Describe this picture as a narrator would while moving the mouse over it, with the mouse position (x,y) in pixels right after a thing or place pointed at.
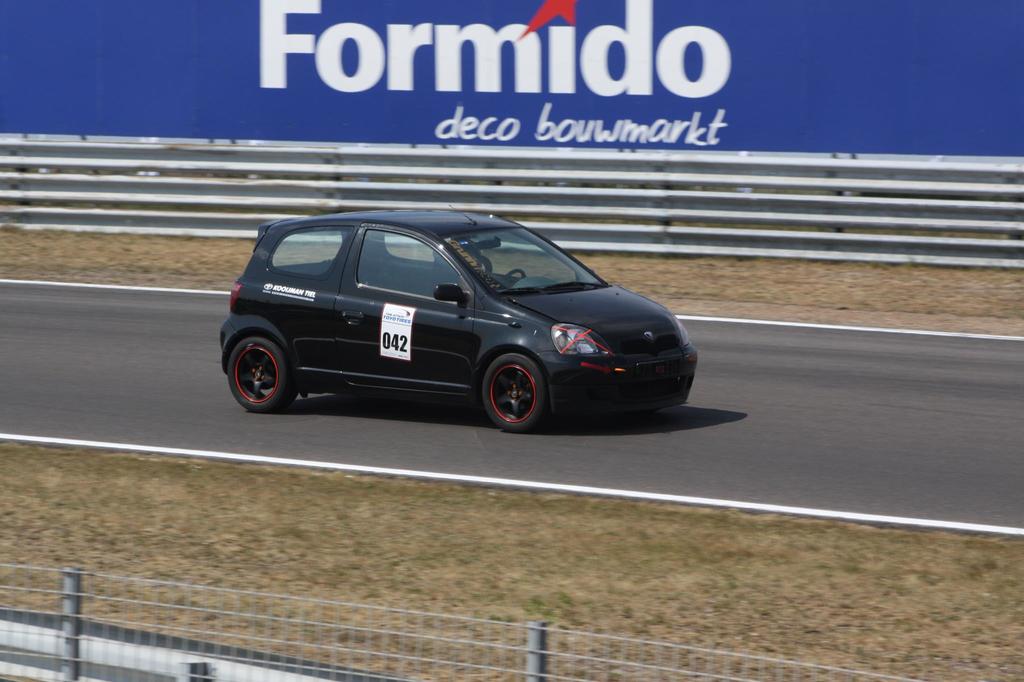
In the center of the image (456,348) we can see car (496,344) on the road (348,468). At the bottom of the image (80,676) we can see fencing (107,668). In the background (104,89) we can see an advertisement (496,87).
